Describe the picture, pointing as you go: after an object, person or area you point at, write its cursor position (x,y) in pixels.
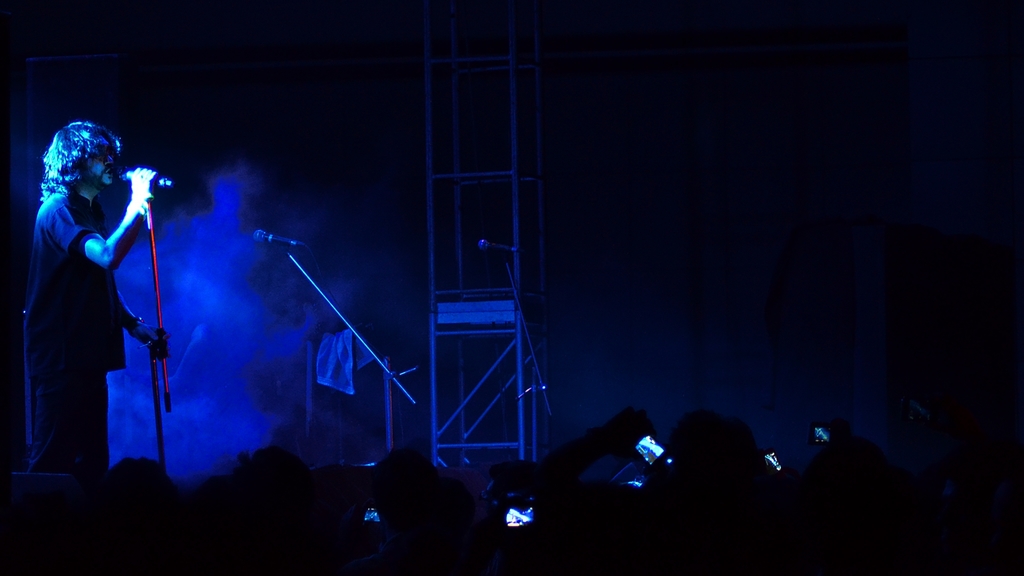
At the bottom of the image (283,558) few people (183,573) are standing and holding mobile phones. On the left side of the image (145,177) a man (86,298) is standing and holding a microphone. Behind him there are some microphones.
